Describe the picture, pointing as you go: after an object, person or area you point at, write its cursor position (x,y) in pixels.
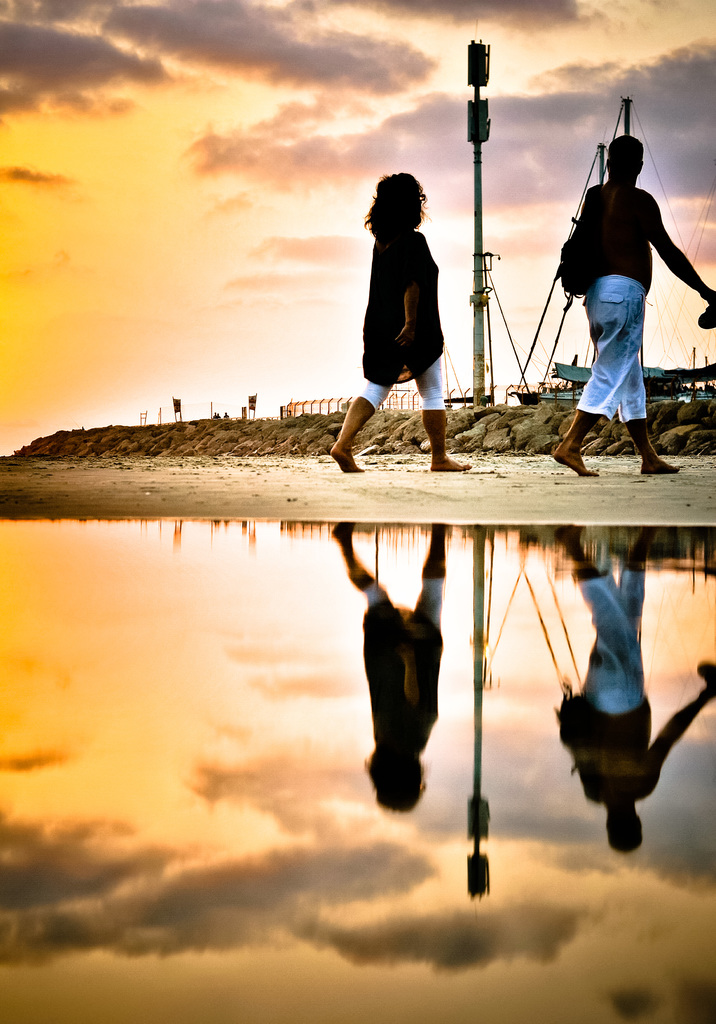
In this image we can see two people (571,454) walking. At the bottom (483,730) there is water (483,693). In the background (493,347) there is a pole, boat (552,378) and sky (219,310).
